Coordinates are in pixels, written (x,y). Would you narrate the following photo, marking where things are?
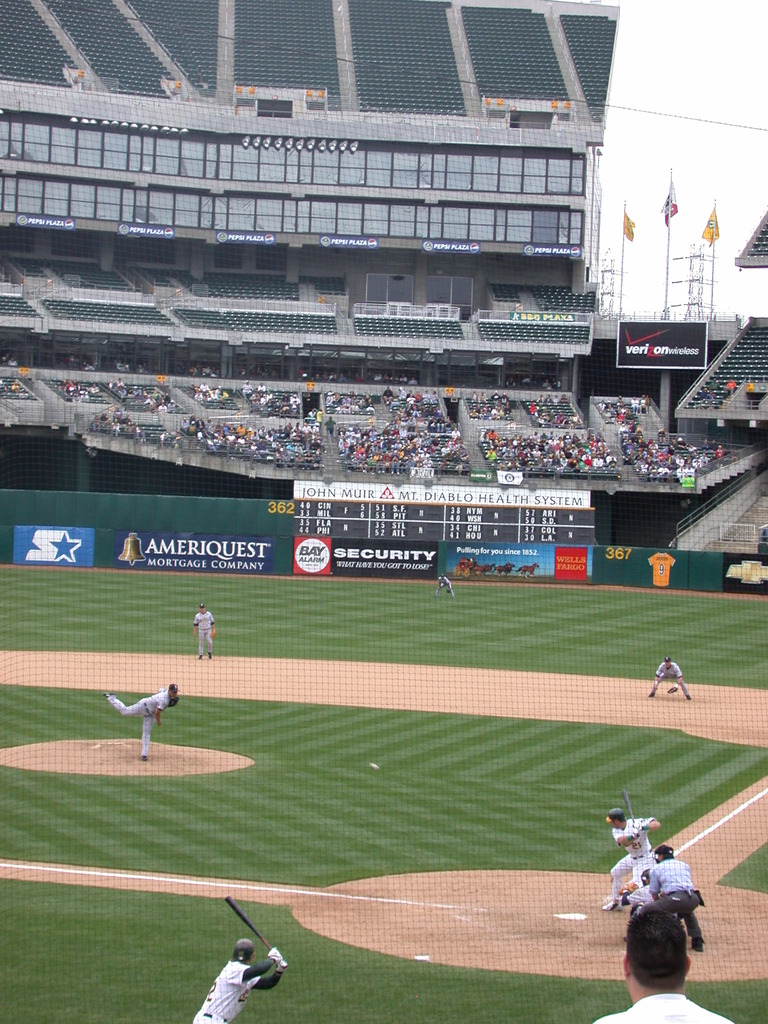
In this image we can see a group of people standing on the ground (335,685). In that two people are holding the bats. We can also see a fence (730,564) with some text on it, a staircase (757,470), a group of audience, the flags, poles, the boards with some text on them, the metal frames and the sky (671,147).
